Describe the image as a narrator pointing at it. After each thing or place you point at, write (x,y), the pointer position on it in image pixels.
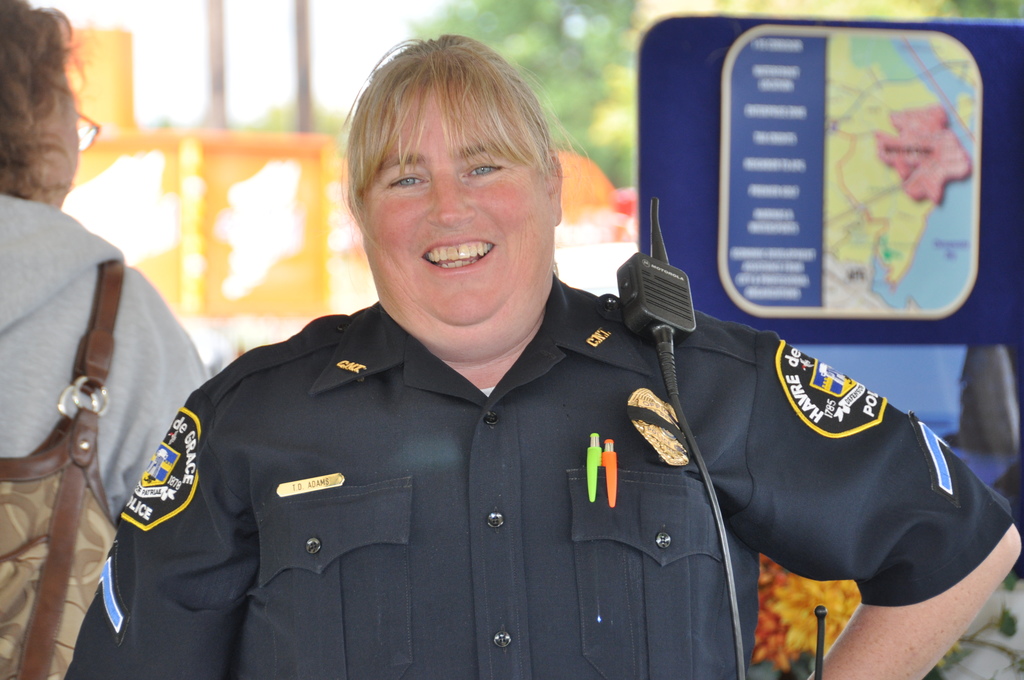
In the center of the image (350,451), we can see a person (537,485) standing and smiling and in the background (45,155), we can see an other person (112,401) wearing bag (91,431) and there is a board (813,187).
